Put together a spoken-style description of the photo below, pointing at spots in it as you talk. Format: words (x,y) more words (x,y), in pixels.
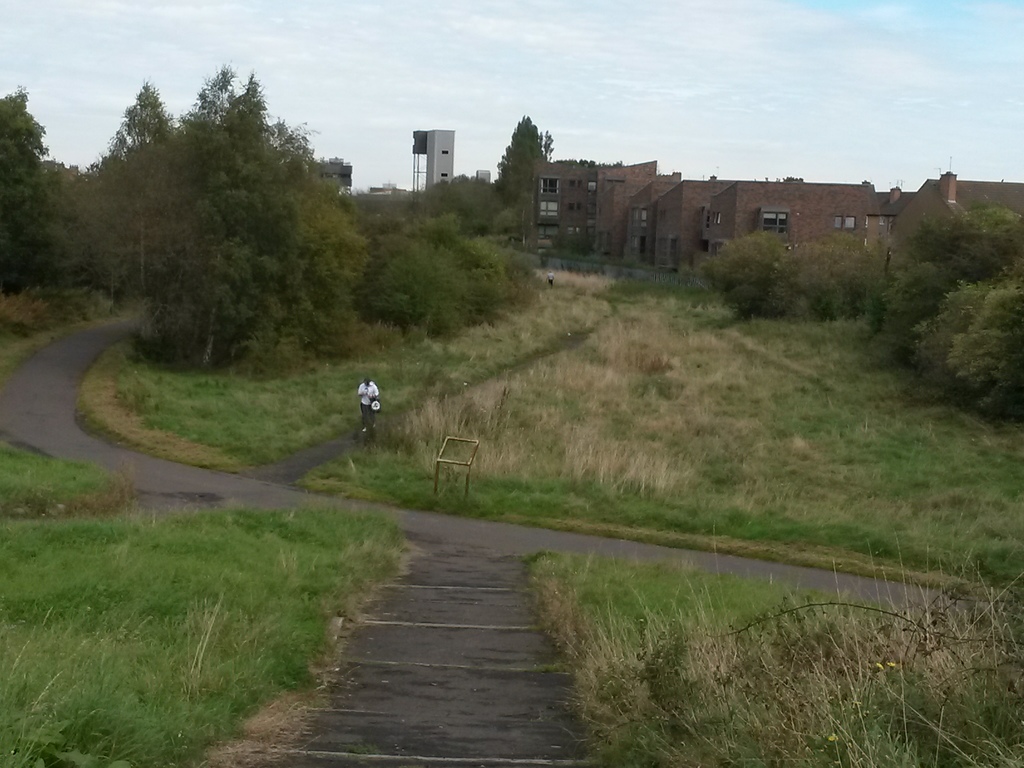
In the image on the ground (438,492) there is grass (245,420) and also there are roads (90,455). In the background (237,352) there are many trees (200,255) and also there are many buildings (685,216) with walls (652,224) and windows (556,211). Behind the trees (525,211) there is a tower (433,150). At the top of the image (669,78) there is a sky (64,101).
